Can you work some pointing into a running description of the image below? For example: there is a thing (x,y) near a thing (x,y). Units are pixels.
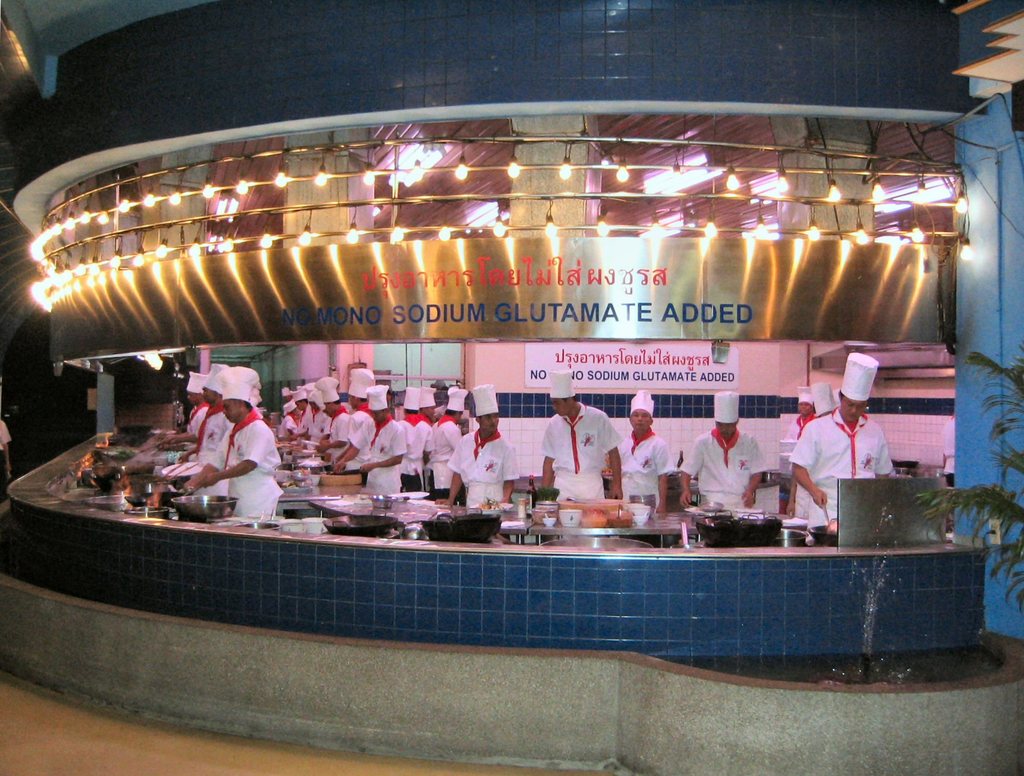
In this picture there are chefs (237,378) in the center of the image (668,509) and there are utensils (773,530) on the desk (777,550), there are lights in the center of the image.
